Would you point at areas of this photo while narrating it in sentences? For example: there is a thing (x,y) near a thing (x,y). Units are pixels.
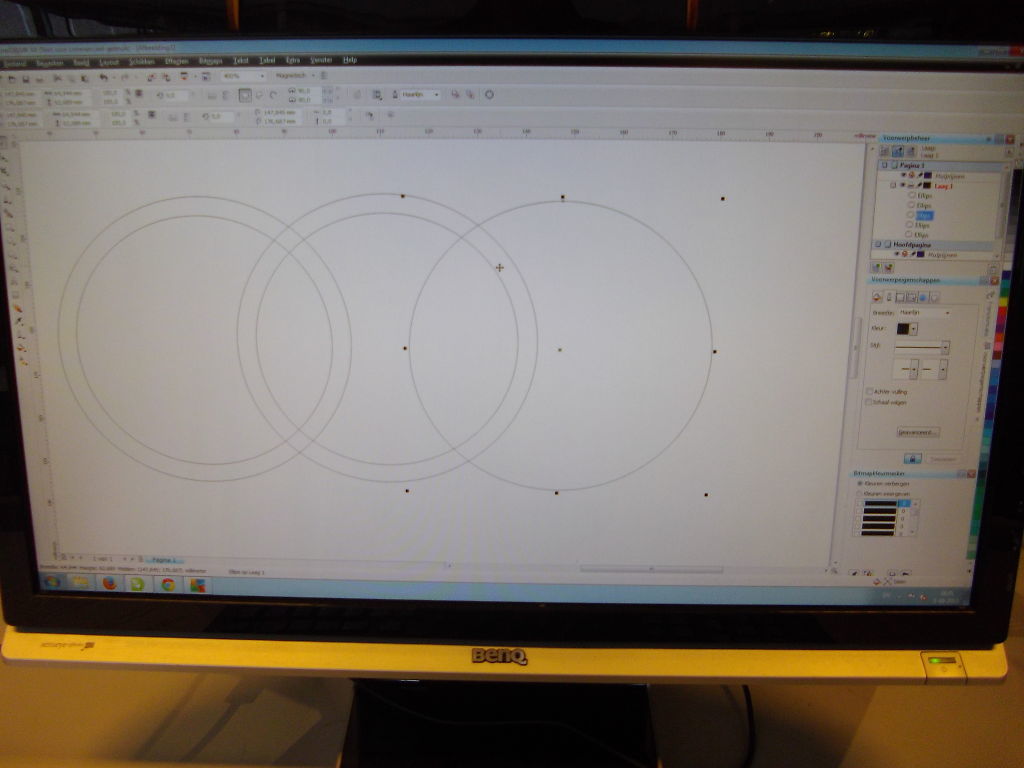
In this picture we can observe circles (444,226) on the monitor screen (212,236). This monitor (199,545) is placed on the table (28,717). We can observe some dots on the screen (496,267).
